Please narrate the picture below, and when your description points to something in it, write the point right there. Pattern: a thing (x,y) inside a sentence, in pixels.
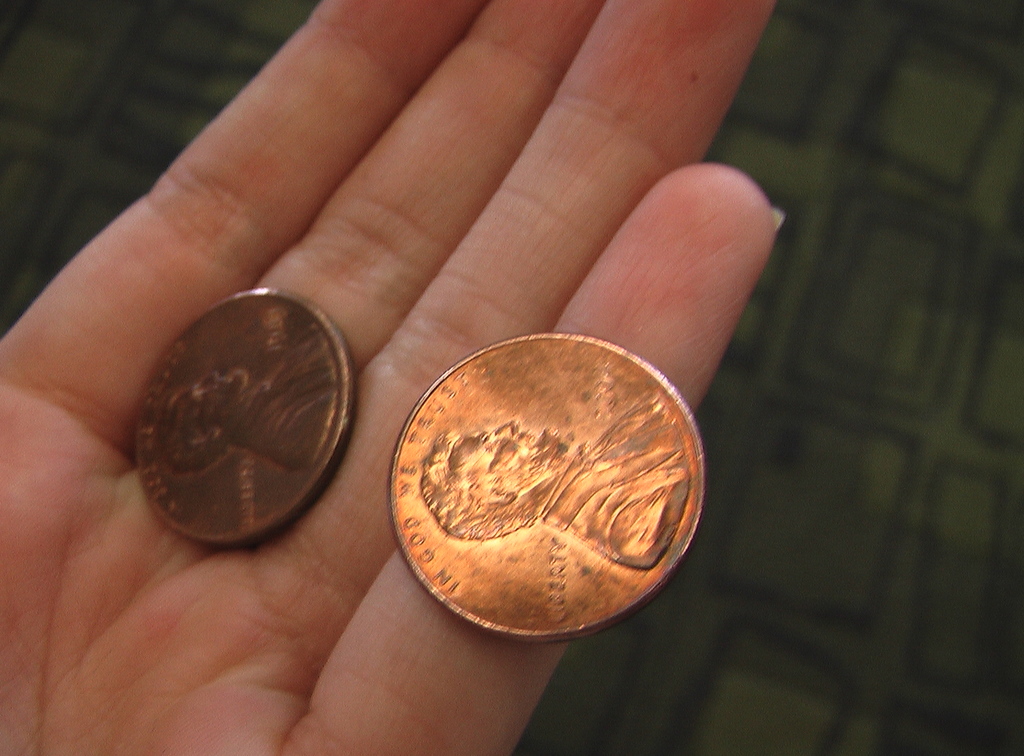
In this picture we can see two coins (163,466) on a person hand (406,331) and in the background (869,155) we can see a green color cloth (812,216).
